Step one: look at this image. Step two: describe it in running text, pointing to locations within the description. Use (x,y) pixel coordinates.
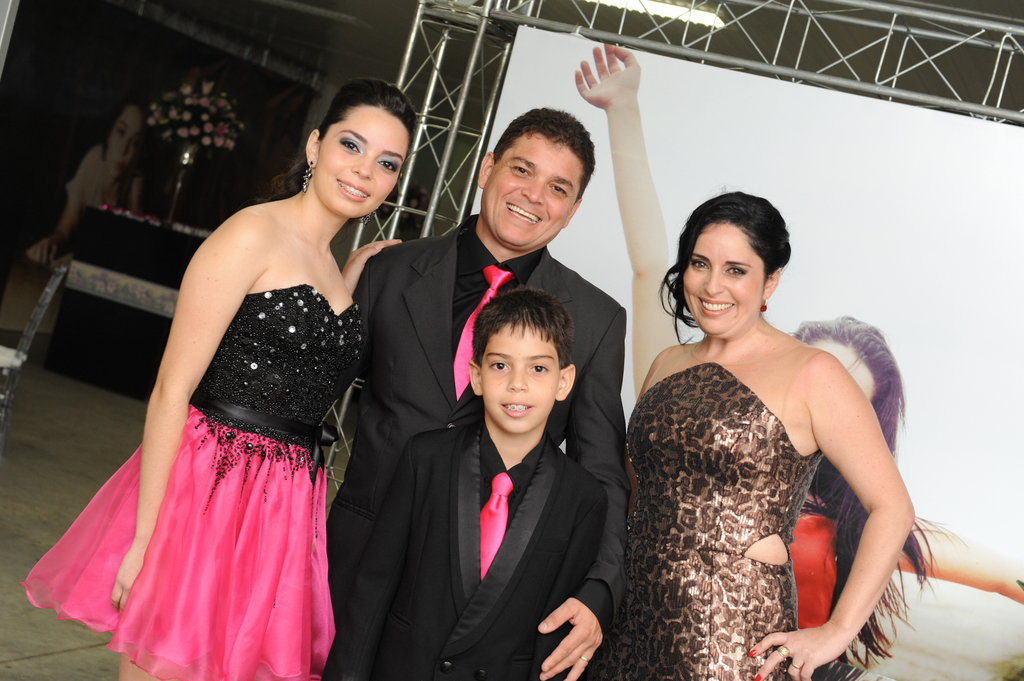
In this image in the center (523,283) there are persons (498,365) standing and smiling. In the background (721,97) there is a white colour board (736,124) which is white in colour and there are flowers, there are stands (443,85). On the left side (73,156) there is a board (74,137) and on the board (101,147), there is the image of the woman (117,173). In the background (629,137) on the board (646,174) which is white in colour and there is the image of the woman (633,165).
